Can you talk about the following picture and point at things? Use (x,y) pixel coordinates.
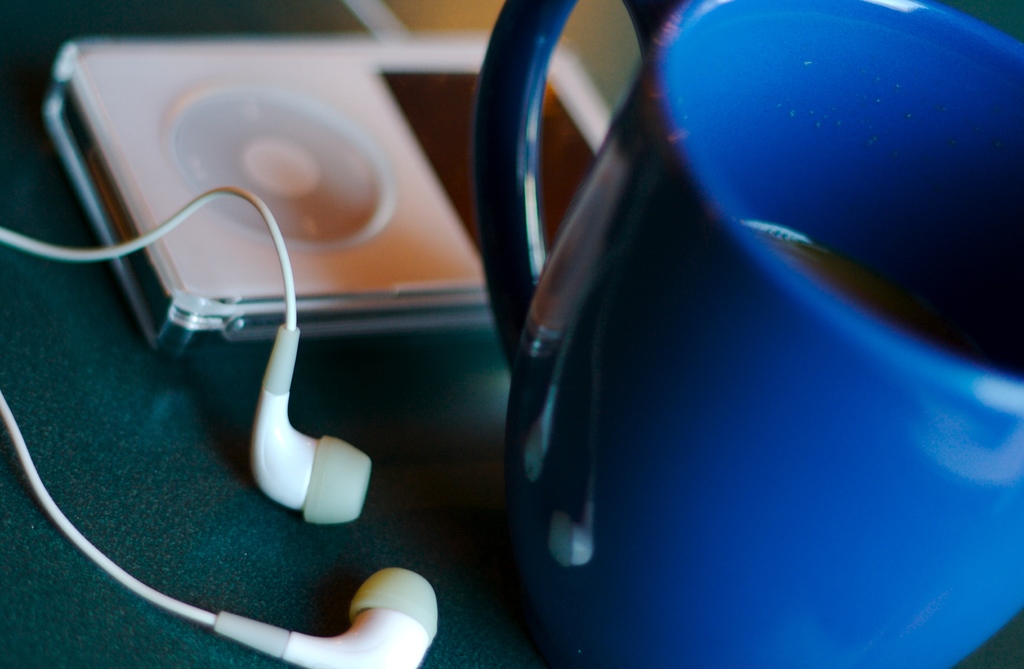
In this image we can see earphones (325,509), iPod (395,251) and cup (622,237).
